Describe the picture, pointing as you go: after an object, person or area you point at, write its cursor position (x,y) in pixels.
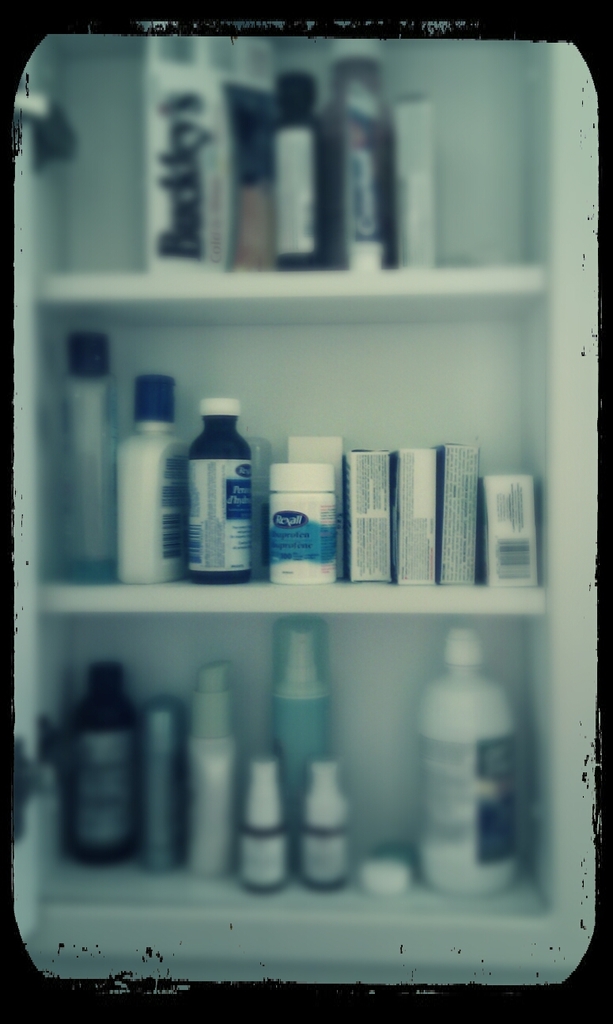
This is an edited image with the borders (609,580). In the center (205,362) we can see a white color cabinet (70,890) containing bottles (109,752), boxes (389,508) and we can see the text (424,531) on the bottles (443,795) and boxes (454,470) and we can see some other objects (287,708).
